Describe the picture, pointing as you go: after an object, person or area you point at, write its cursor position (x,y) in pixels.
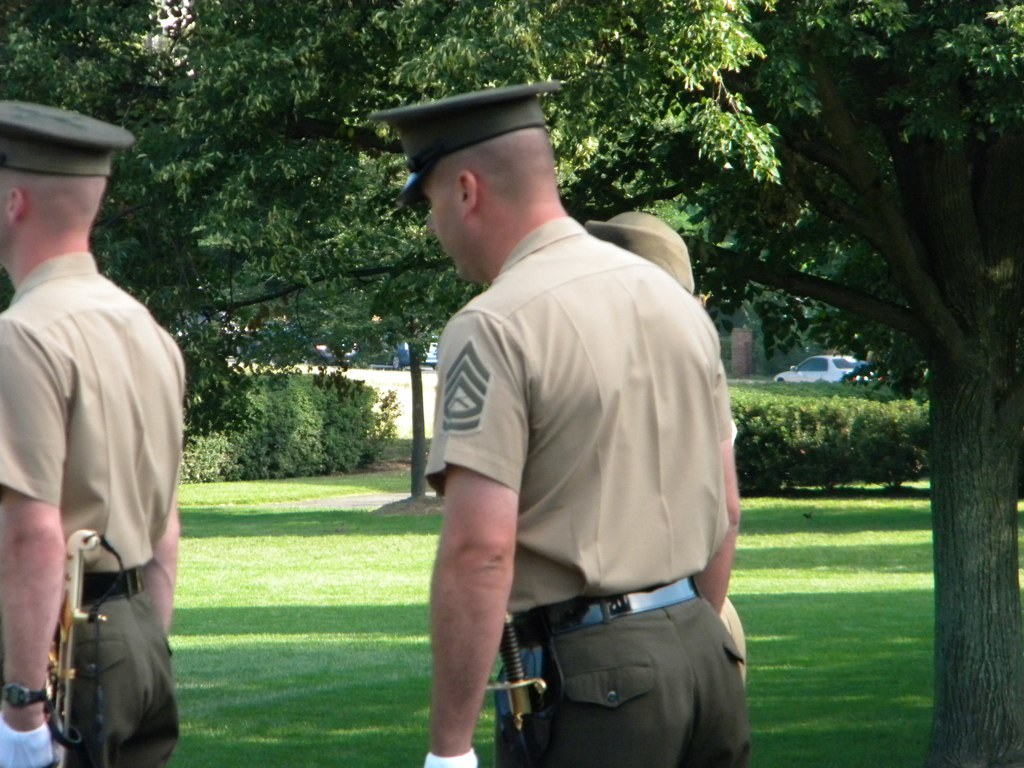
In this image there are people (125,660) on a grassland (772,631), on the right side (973,442) there is a tree (564,92), in the background (319,437) there are plants (852,403) and cars (791,371) on a road (737,380).
